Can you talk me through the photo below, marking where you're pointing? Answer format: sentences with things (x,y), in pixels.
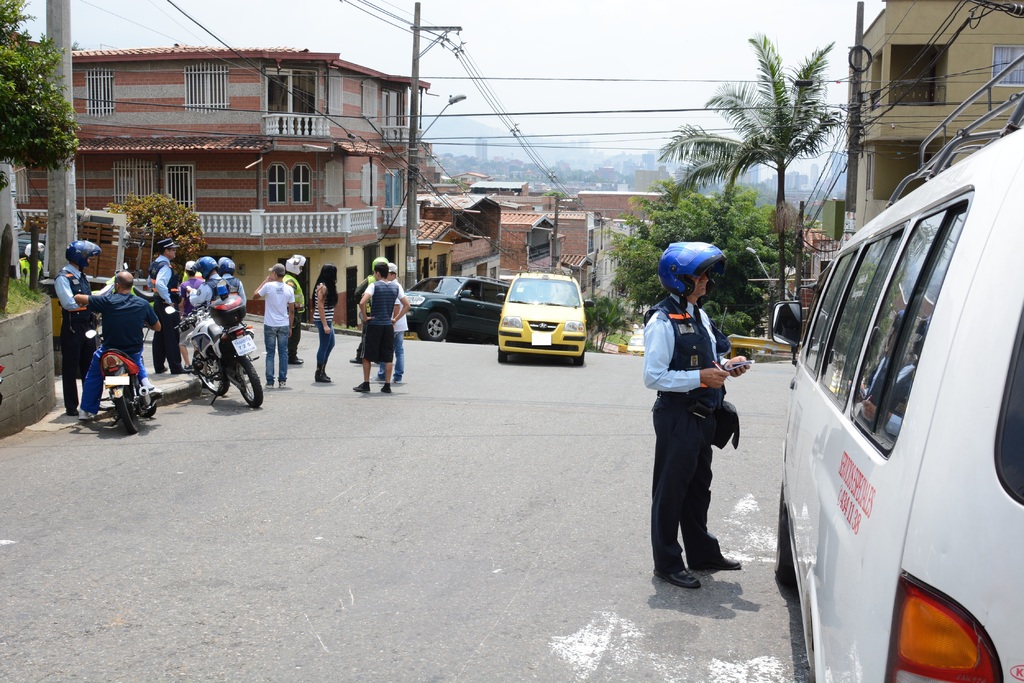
In this image there is the sky (576,32), there are buildings (599,191), there is a building (913,98) truncated towards the right of the image (956,44), there are trees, there is a tree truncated towards the left of the image (9,93), there is road (322,540) truncated towards the bottom of the image (429,545), there are persons (135,327) on the road (363,448), there are persons (710,382) holding objects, there are vehicles (469,327) on the road (458,431), there is a vehicle (1018,254) truncated towards the right of the image (887,362), there are poles (413,54) truncated towards the top of the image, there are wires (504,78) truncated, there is an object (3,279) truncated towards the left of the image (6,190).
